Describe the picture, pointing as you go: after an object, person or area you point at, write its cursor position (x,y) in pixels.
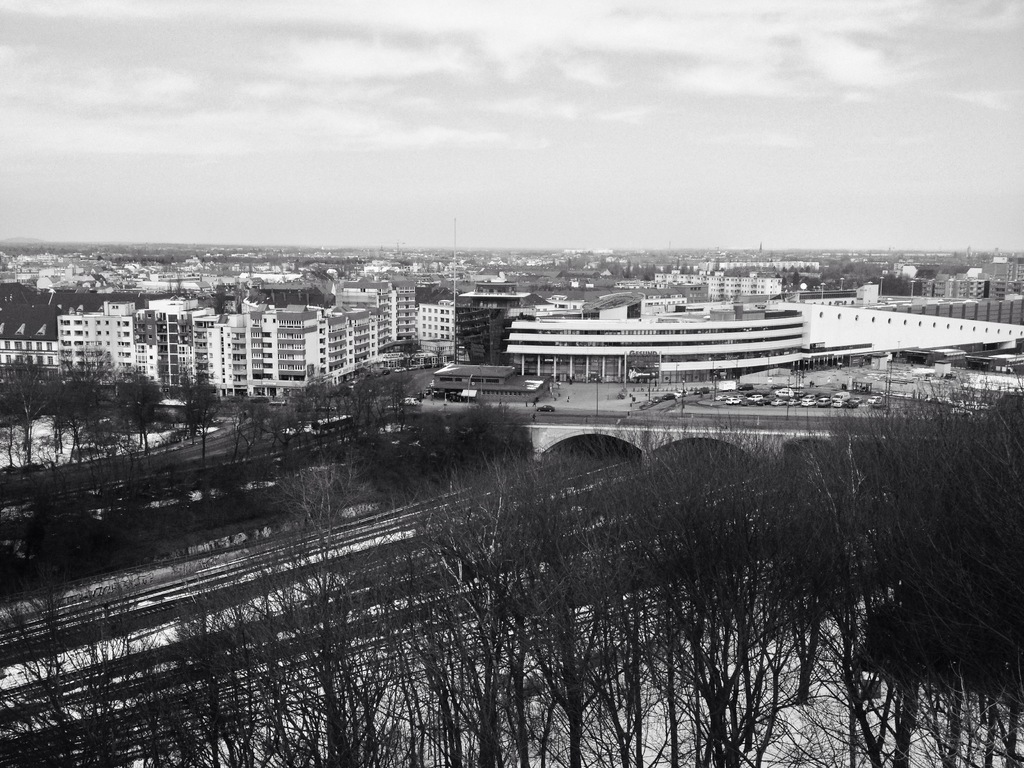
In this black and white picture there are many buildings (490,314). In the center (660,439) there is a bridge (750,431). At the bottom (102,601) there are railway tracks (121,604) on the ground (299,680). There are trees (461,513) in the image. At the top (382,146) there is the sky (377,150).
